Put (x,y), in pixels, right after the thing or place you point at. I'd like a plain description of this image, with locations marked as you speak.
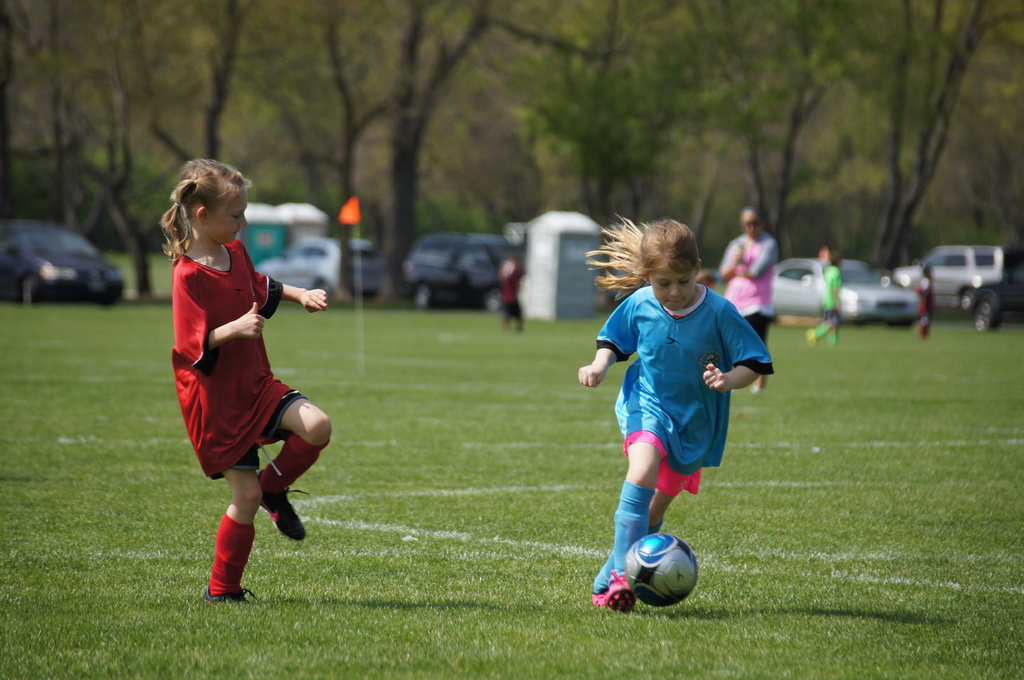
On the background of the picture (455,105) we can see trees (502,119) and few vehicles (979,270) parked over there. This is a flag (353,220) in orange colour. This is a playground (653,611). here we can see few persons (744,256) playing. This is a ball (657,595).
